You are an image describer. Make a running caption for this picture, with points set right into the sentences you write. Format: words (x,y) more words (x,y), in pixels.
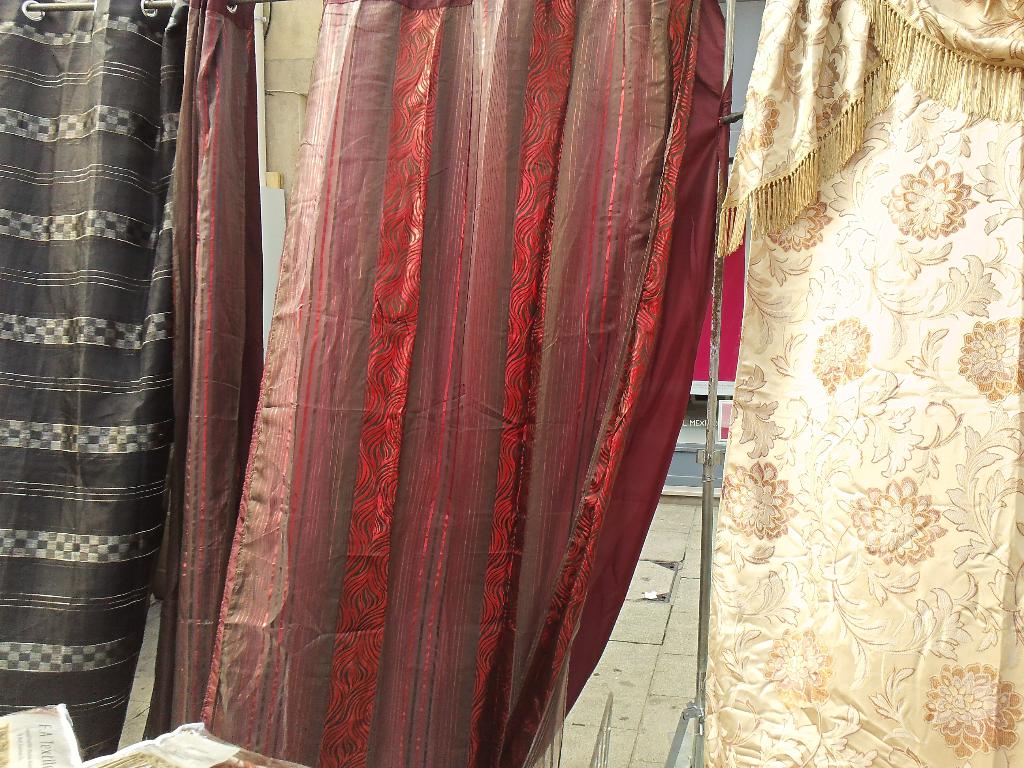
In this picture we can observe curtains (567,330) which are in black, red and cream colors. In the background (628,682) we can observe floor (644,607).
